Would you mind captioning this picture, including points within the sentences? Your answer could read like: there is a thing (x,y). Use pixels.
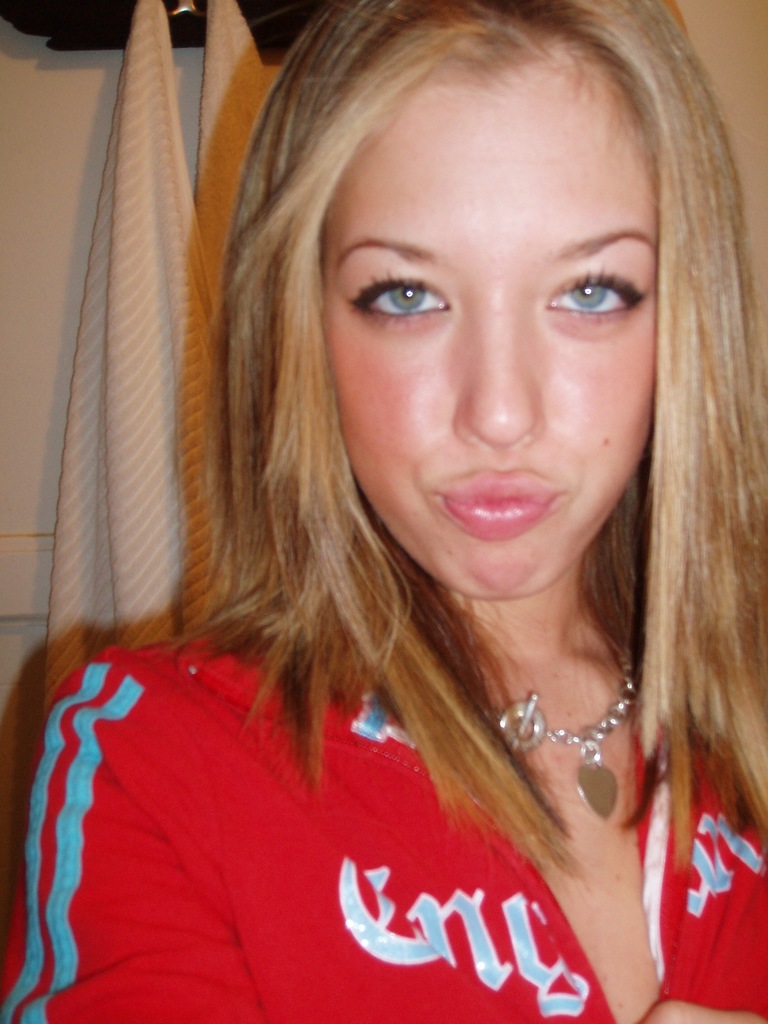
In the picture I can see a woman (458,635) is wearing a red color clothes (345,912) and a necklace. In the background (77,394) I can see clothes (77,395) and some other objects (110,9).
